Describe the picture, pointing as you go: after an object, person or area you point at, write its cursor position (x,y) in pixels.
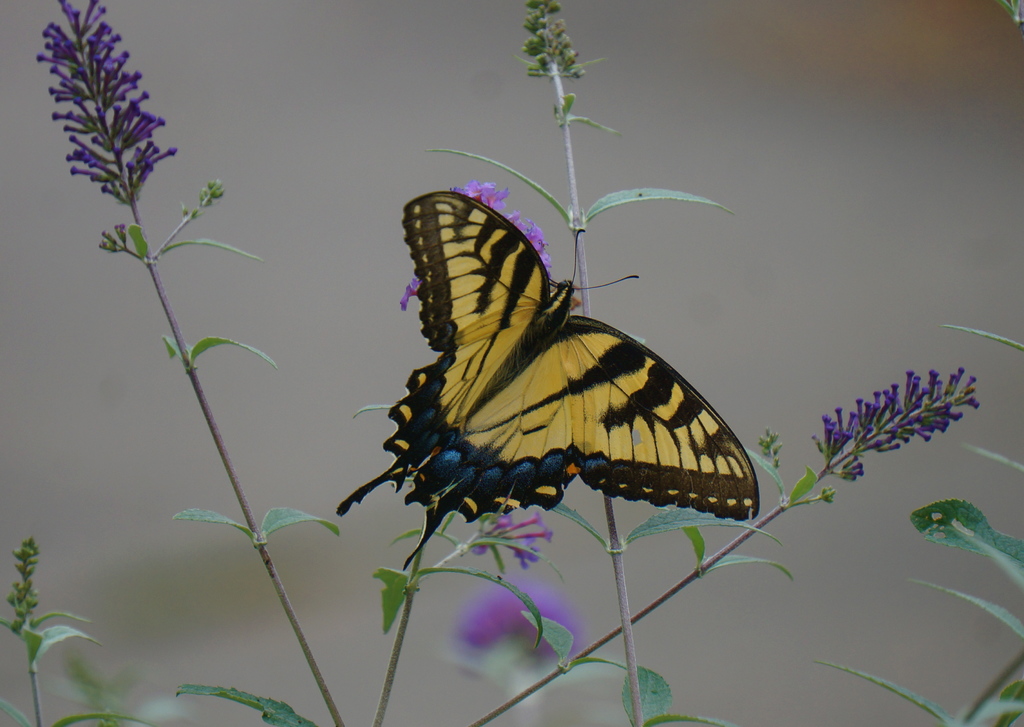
In this image in the foreground (529,420) there is one butterfly (460,391) on the plants (112,106).
